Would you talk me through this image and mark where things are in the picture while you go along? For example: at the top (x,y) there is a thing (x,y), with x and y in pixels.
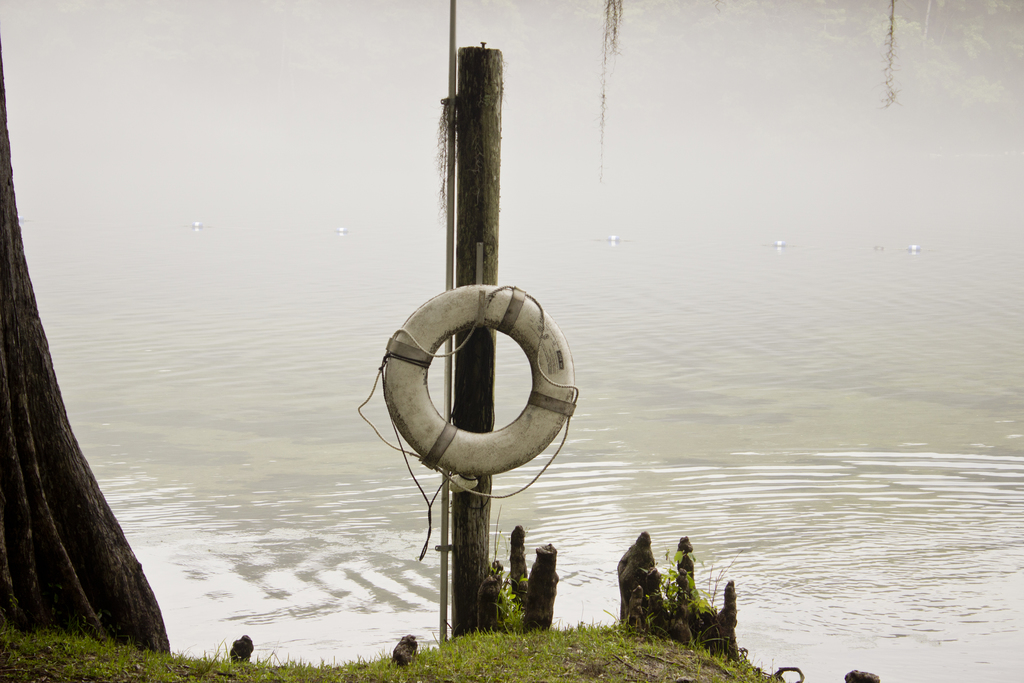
In this image, in the middle (469,424), we can see a wood pole (483,522) and a tube (423,457) which is attached to a wood pole (468,504). On the left side (110,519), we can see a wooden trunk (55,588). In the background (941,213), we can see a water (941,195) in a lake (865,563) and a grass (487,675).
